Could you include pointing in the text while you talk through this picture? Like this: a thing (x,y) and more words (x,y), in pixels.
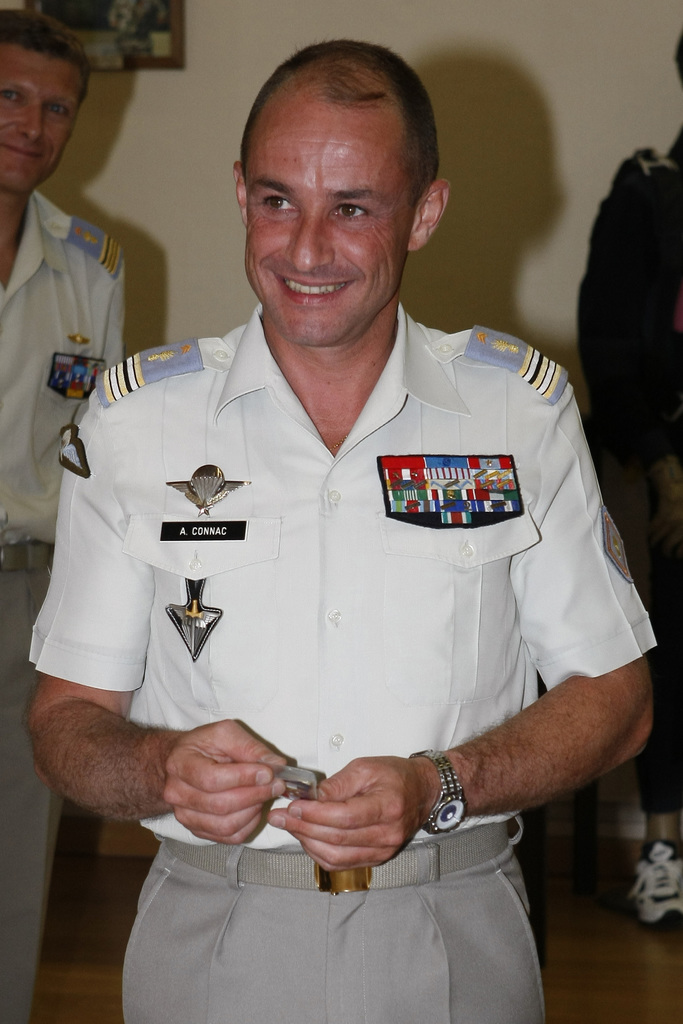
In this image, we can see a person (446,430) is smiling and holding some object (290,787). Background (194,230) there is a wall (184,211). Here we can see two people (51,414) on the floor (606,945). Top of the image (134,55), we can see a photo frame (139,39).
